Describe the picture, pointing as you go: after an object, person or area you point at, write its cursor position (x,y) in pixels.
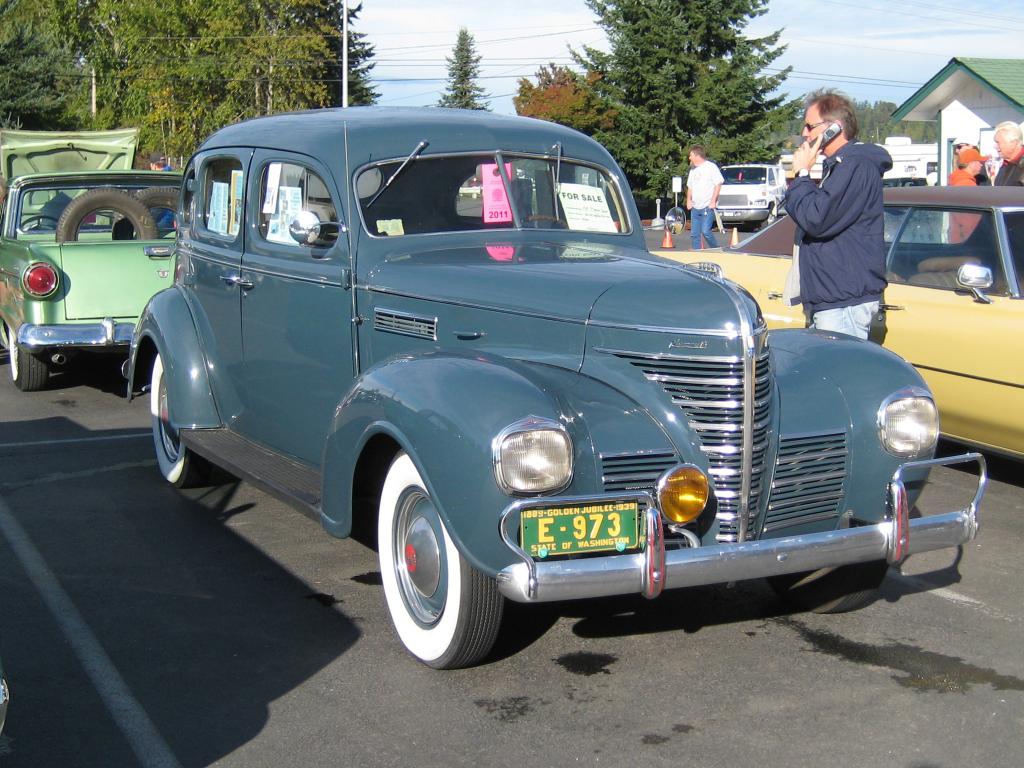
In this image there are few vehicles (525,379) are on the road (709,624) and few persons (1002,160) are standing. In the background (667,67) there are trees (682,65) and buildings (937,121).
